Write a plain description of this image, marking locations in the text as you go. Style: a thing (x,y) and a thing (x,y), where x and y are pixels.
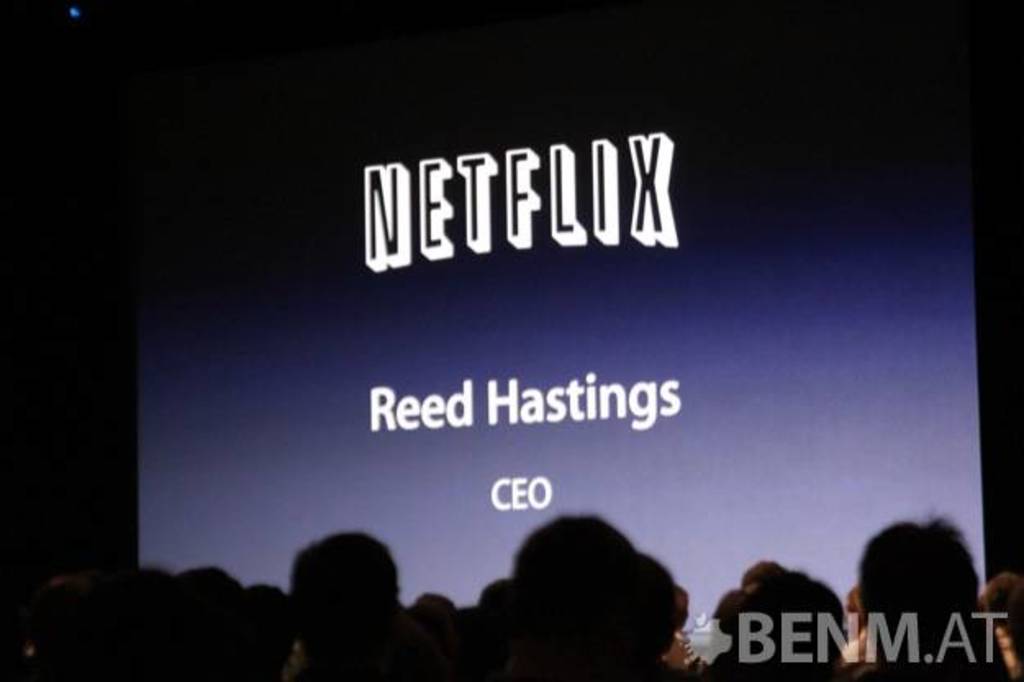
In this image there is a screen (509,322) in the middle (576,298). On the screen (471,256) there is some text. At the bottom (549,640) there are so many spectators (548,620) who are watching the screen (471,412).
